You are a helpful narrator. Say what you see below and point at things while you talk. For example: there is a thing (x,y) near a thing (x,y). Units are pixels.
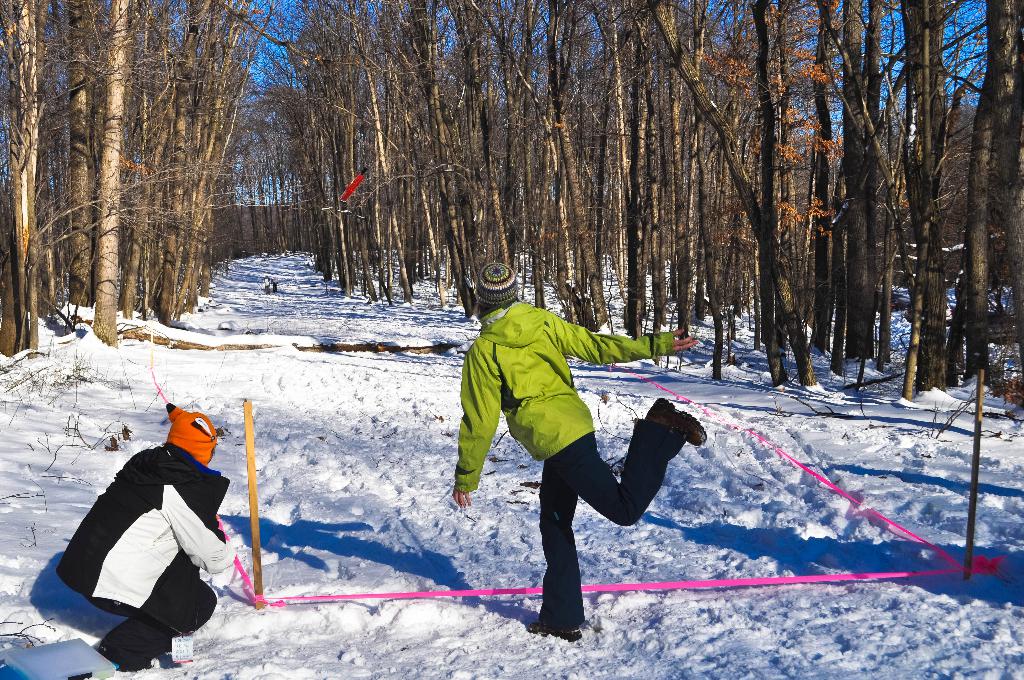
Here in this picture we can see two persons (148,533) present on the ground (388,553), which is fully covered with snow (407,527) over there and we can see both of them are wearing jackets (171,500) and caps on them and we can see trees (431,228) present all over there.
